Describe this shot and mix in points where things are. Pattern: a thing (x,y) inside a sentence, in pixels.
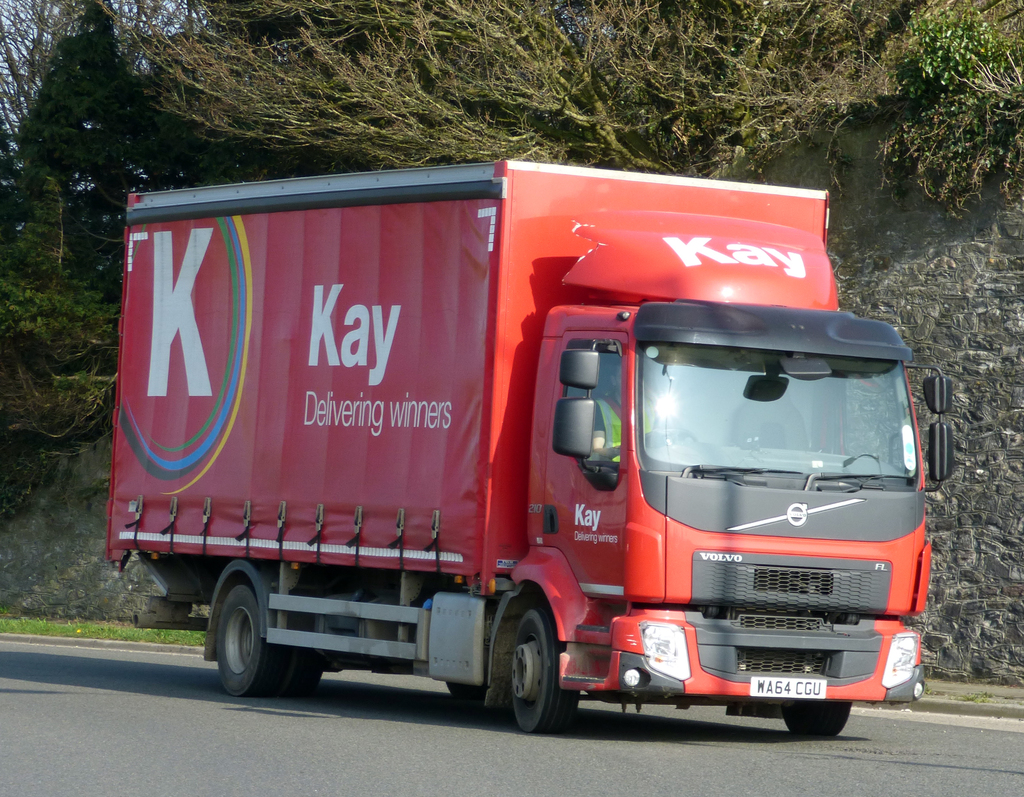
In this picture we can see a red truck (450,406) on the road (160,675). Here we can also trees (581,88) and grass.
